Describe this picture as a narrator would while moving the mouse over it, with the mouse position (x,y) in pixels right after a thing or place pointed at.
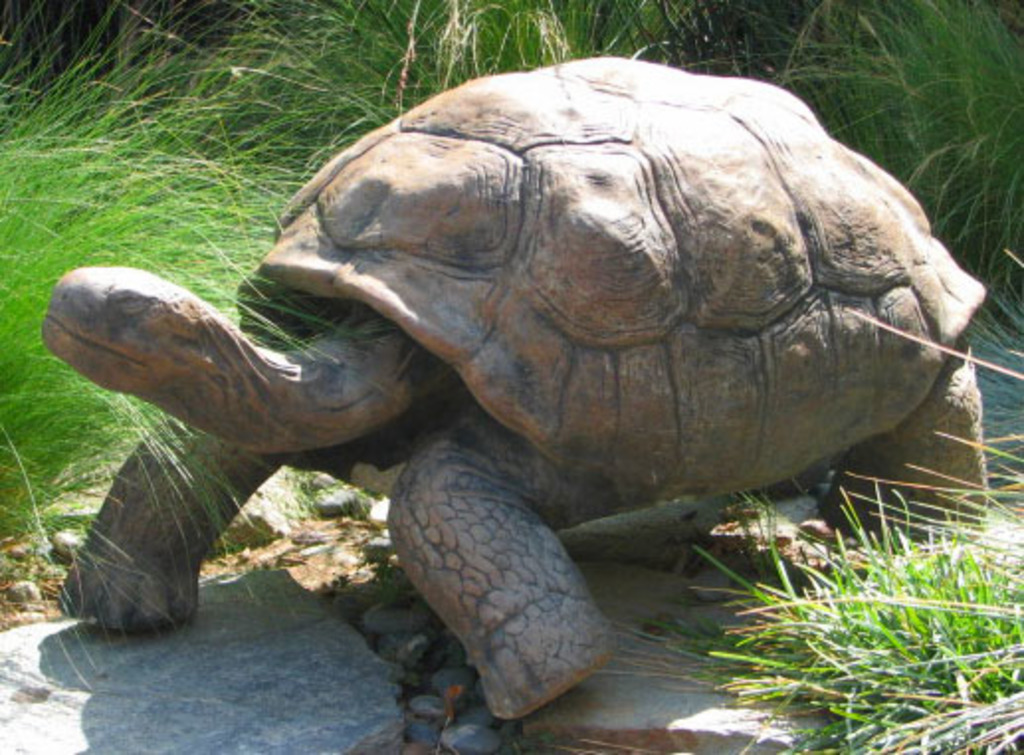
In this picture there is a tortoise (508,287) which is standing near to the grass (1003,491). At the bottom (611,734) I can see the stones (615,718).
